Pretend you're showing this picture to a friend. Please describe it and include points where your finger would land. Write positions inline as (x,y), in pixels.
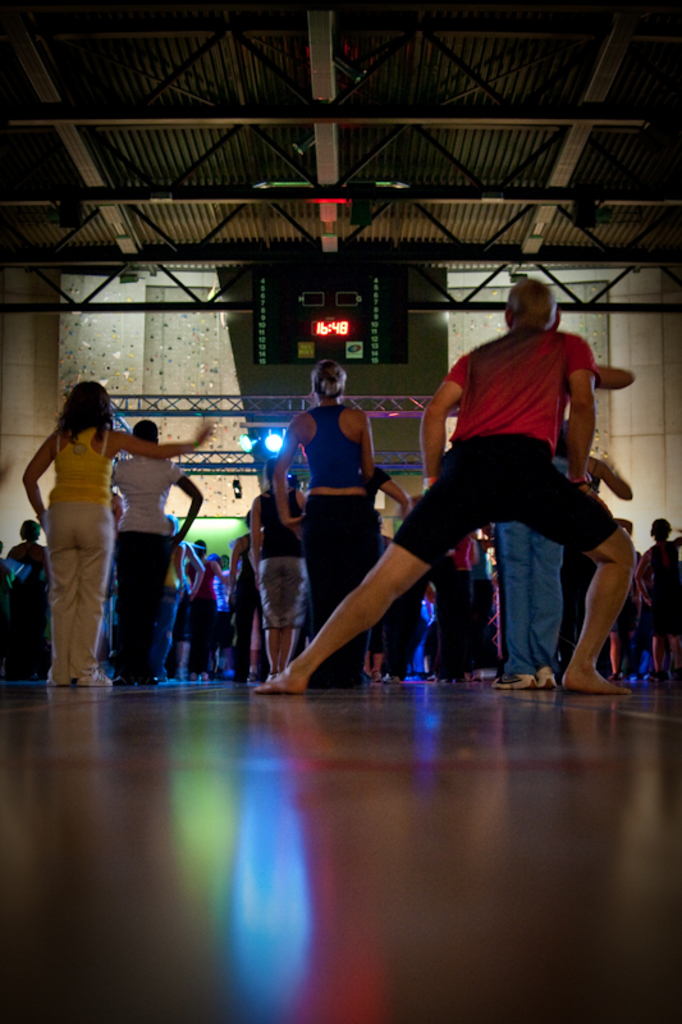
In this image there are group of persons (323,581), there is a person (671,611) truncated towards the right of the image (657,548), there is a person (40,560) truncated towards the left of the image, there is a roof (254,166) truncated towards the top of the image (369,51), there is the wall (150,298), there are lights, there is a screen (347,311).
